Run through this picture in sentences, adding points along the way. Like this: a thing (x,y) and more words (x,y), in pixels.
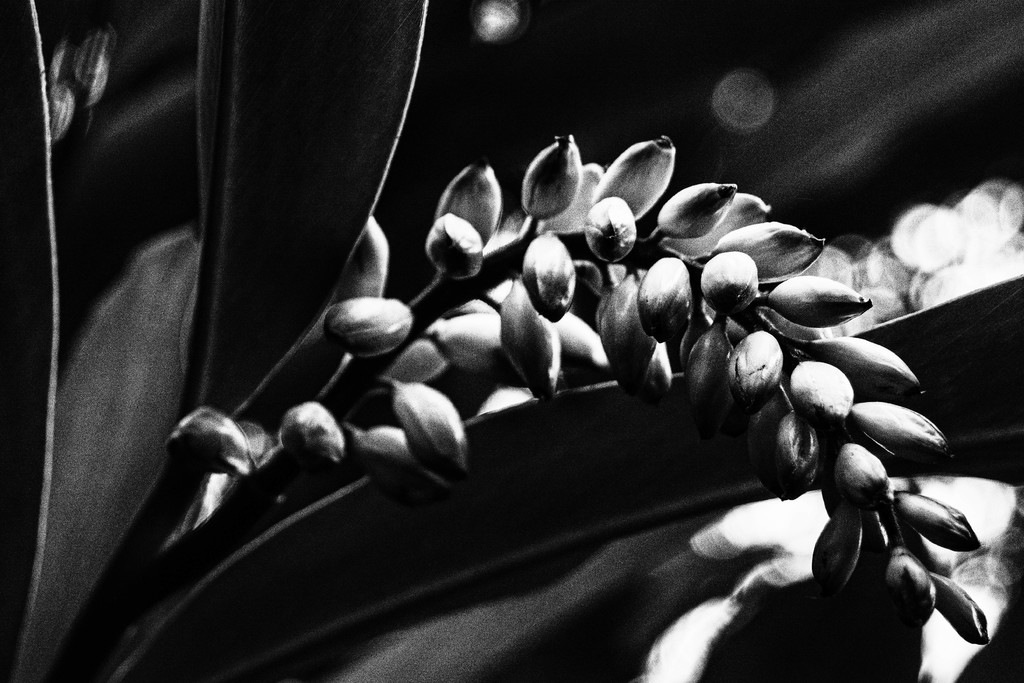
In this black and white picture we can see some kind of flowers (371,349) and leaves (129,348), and the background (811,38) is black.
